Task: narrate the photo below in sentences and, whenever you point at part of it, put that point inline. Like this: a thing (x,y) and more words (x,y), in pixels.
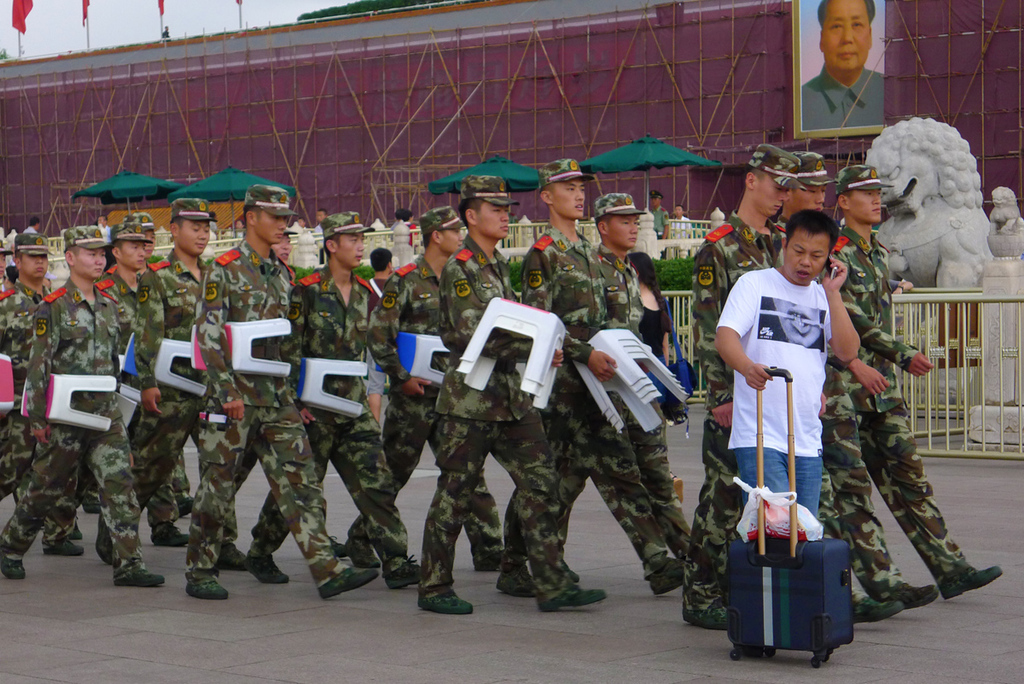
In the middle of the picture (422,429), we see many people (362,572) in the uniform (576,376) are holding stools (482,333) in their hands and they are walking on the road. Beside them, the man (773,399) in white T-shirt (774,431) and blue jeans (756,457) is holding a suitcase (792,599) in his hand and he is talking on the mobile phone (836,268). Beside them, we see a railing (685,234) and a statue (924,164) of the lion (941,249). Behind that, we see people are standing under the green tents (229,176). Behind them, we see a wall (776,100) on which photo frame (816,69) of the man (834,22) is placed. In the left top of the picture (14,8), we see flags (14,8) which are in red color.
